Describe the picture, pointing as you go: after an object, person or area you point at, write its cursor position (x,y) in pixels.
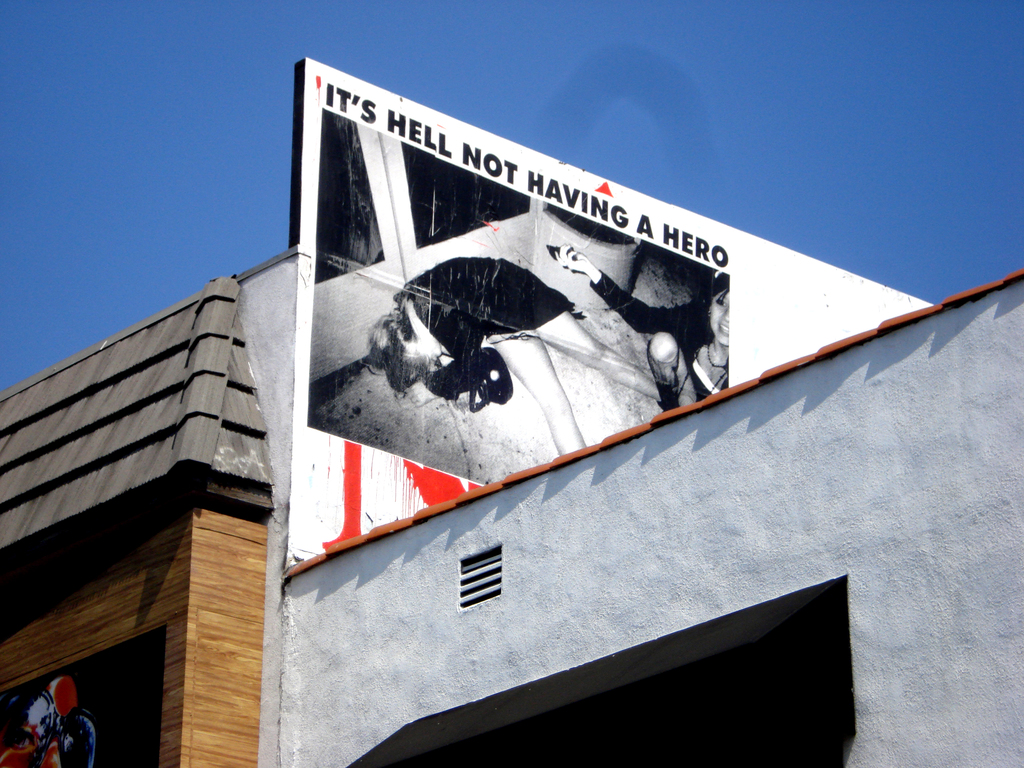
In this picture I can see a building (70,495), there are two posters (353,468) on the walls (251,520) of the building (259,538), and in the background (752,197) there is sky (782,107).
